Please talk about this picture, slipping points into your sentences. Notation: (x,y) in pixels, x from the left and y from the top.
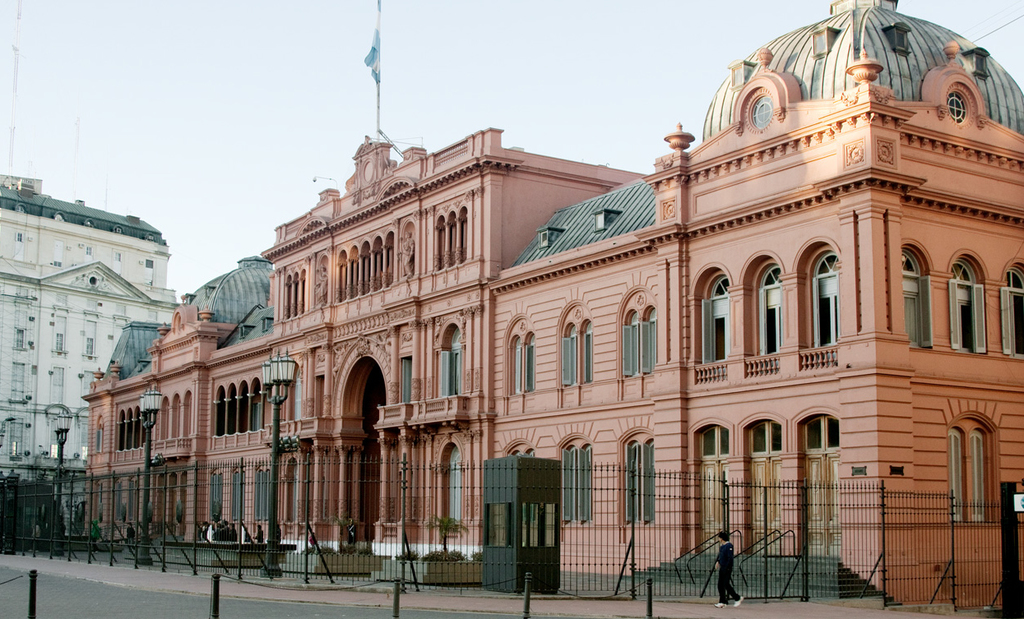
In this picture I can see two buildings (437,250). There are iron grilles (450,540), a pole (379,109) with flag (373,64) on top of one of the building (109,424), plants (453,526), people (223,522) in front of building (234,516), and in the background (147,78) there is sky (211,62).
